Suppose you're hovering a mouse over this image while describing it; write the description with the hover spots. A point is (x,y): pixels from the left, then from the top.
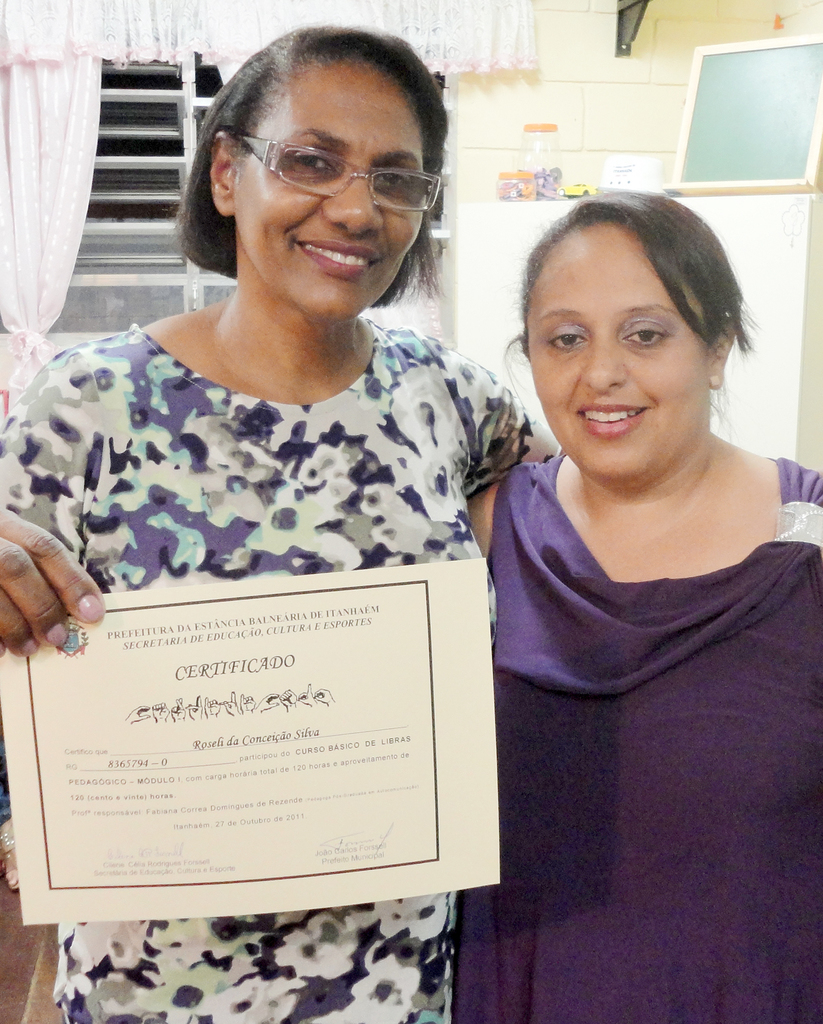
In this image there are two persons (279,202) standing and smiling, a person (373,402) holding a certificate (300,858), and in the background (219,0) there is a board (811,170) and boxes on the object (790,285), window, curtains (53,115).
